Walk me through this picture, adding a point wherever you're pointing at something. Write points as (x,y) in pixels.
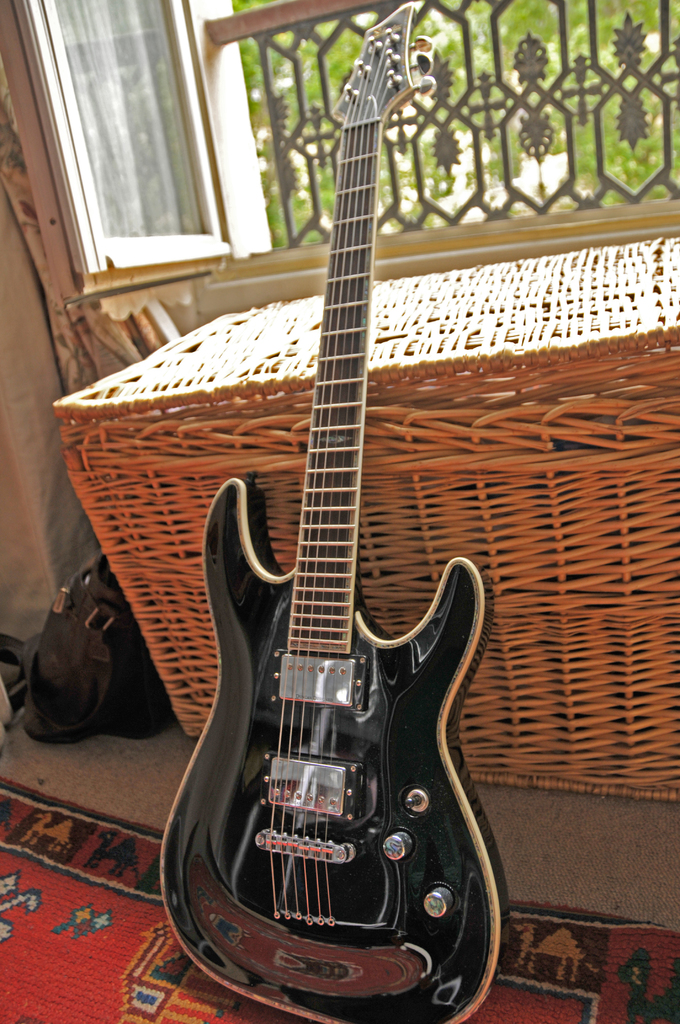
It is a guitar (454,581), in the right side (548,156) it is a window (121,35).
